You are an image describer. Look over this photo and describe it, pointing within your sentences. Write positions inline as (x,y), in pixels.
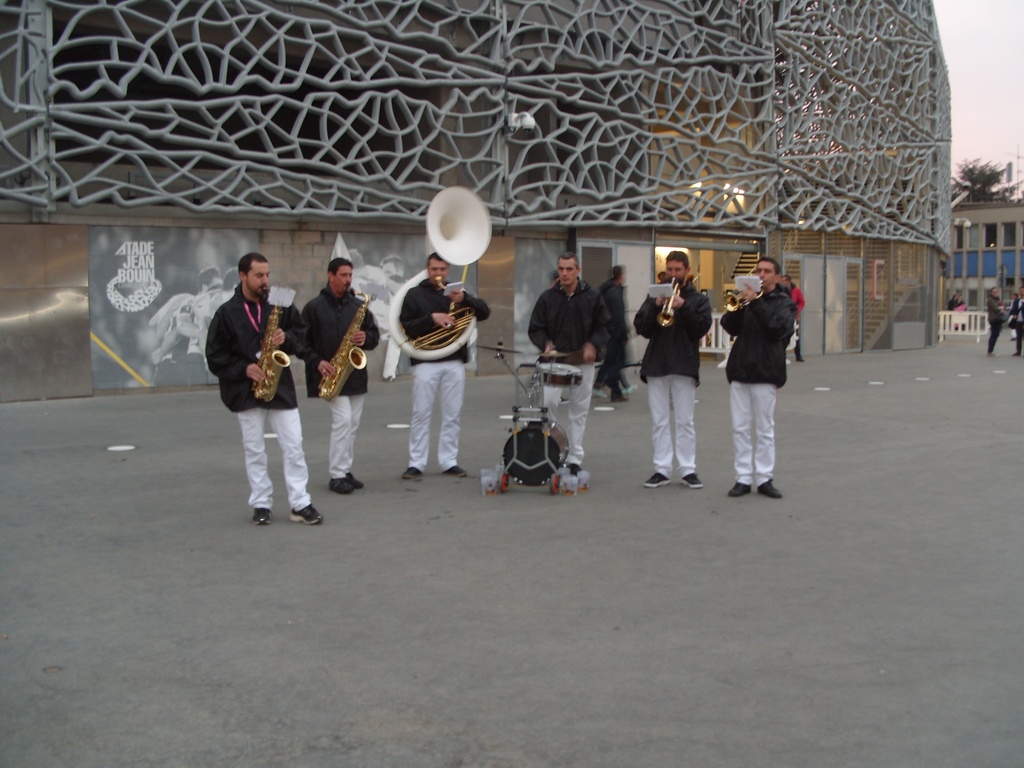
There are group of persons (331,335) who is playing a different type of musical instruments (435,338) and at the backside of the image (164,233) there is a wall (133,241) and at the top of the image (790,40) there is fencing (865,136) ash color fencing (850,167) and at the right side of the image (1023,327) there are two persons (1011,313) standing over here.
